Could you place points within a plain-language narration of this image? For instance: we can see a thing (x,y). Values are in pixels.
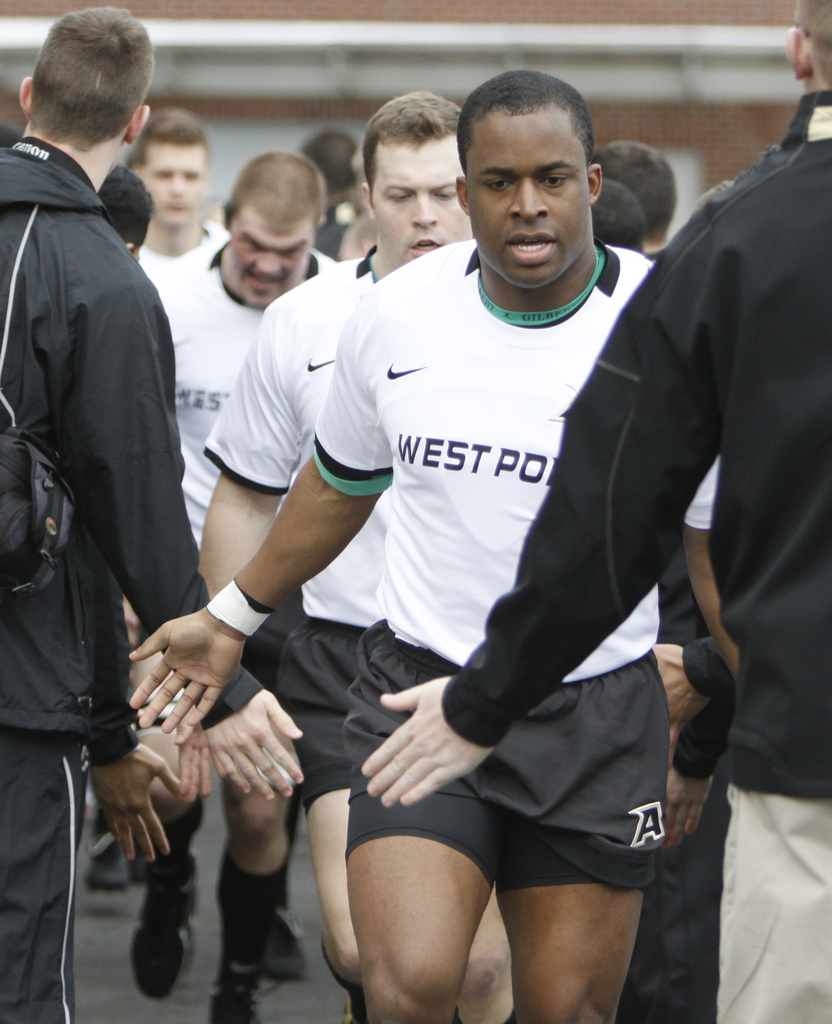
This picture shows few people (273,331) walking and few are standing and clapping their hands (254,729) to each other.
